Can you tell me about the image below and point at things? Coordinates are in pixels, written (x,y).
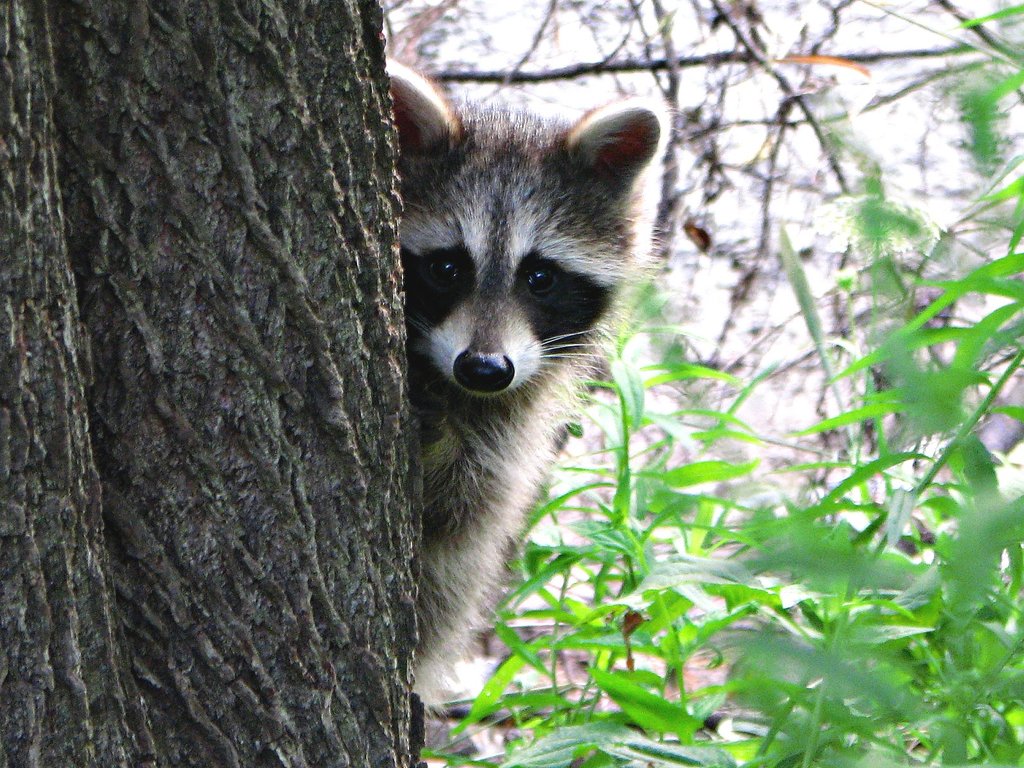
In this image we can see an animal (410,370) beside the trunk (150,342), there are plants (720,587), and the background (818,99) is blurred.
